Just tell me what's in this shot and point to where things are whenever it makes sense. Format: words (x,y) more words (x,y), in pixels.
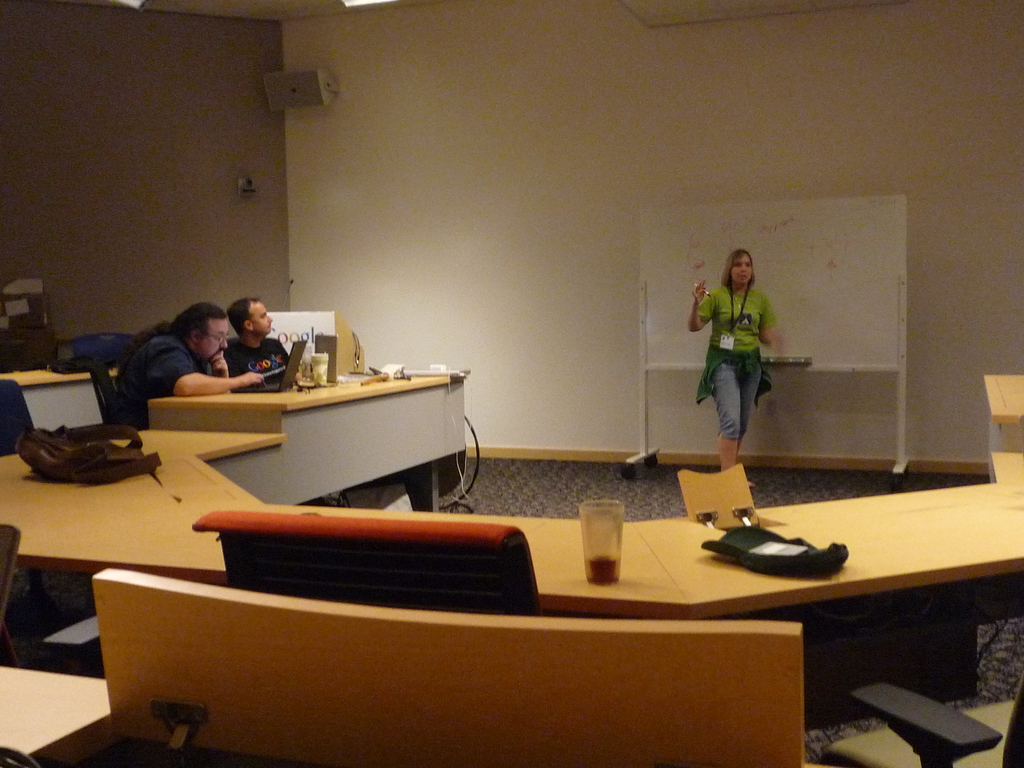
In the image there is a girl (738,340) stood in front of white board (799,300) talking and this room (566,332) seems to be a conference room (721,653) and over the left side (197,368) there are two guys (225,359) staring at the girl (747,344) and using laptop (336,361) on desk (417,419).
